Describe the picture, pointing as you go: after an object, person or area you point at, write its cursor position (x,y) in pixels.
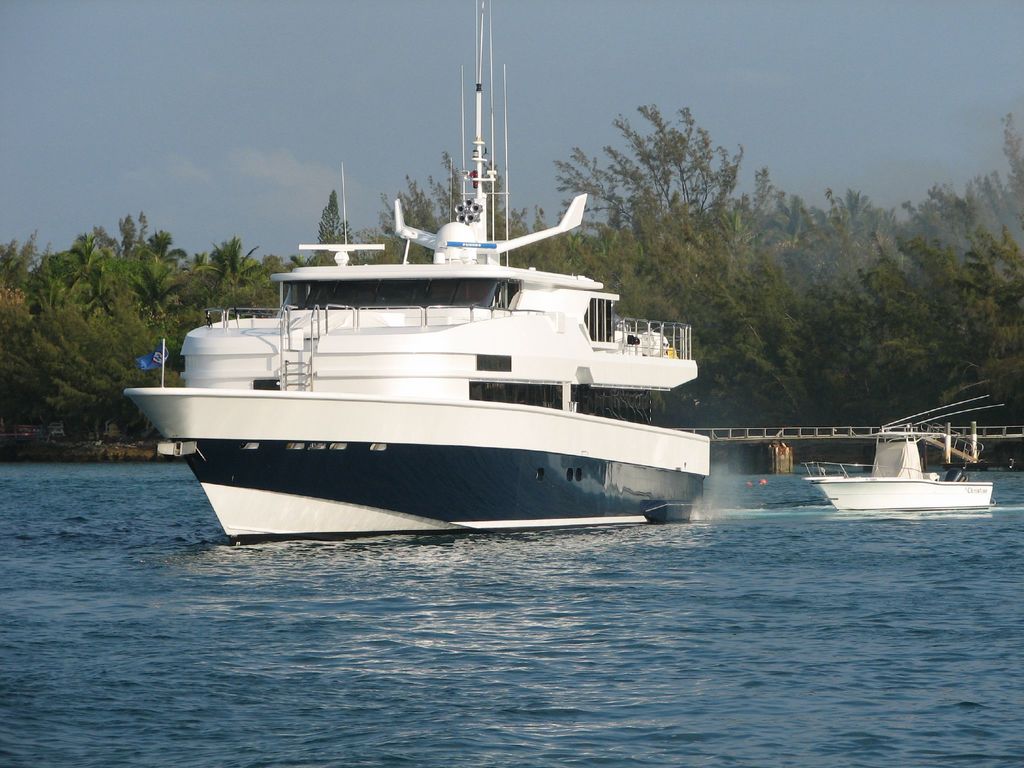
In the middle of this image (645,399), there are two boats (600,497) on the water (550,581). In the background (687,426), there is a bridge (760,435), there are trees (23,279) and there are clouds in the blue sky (771,80).
